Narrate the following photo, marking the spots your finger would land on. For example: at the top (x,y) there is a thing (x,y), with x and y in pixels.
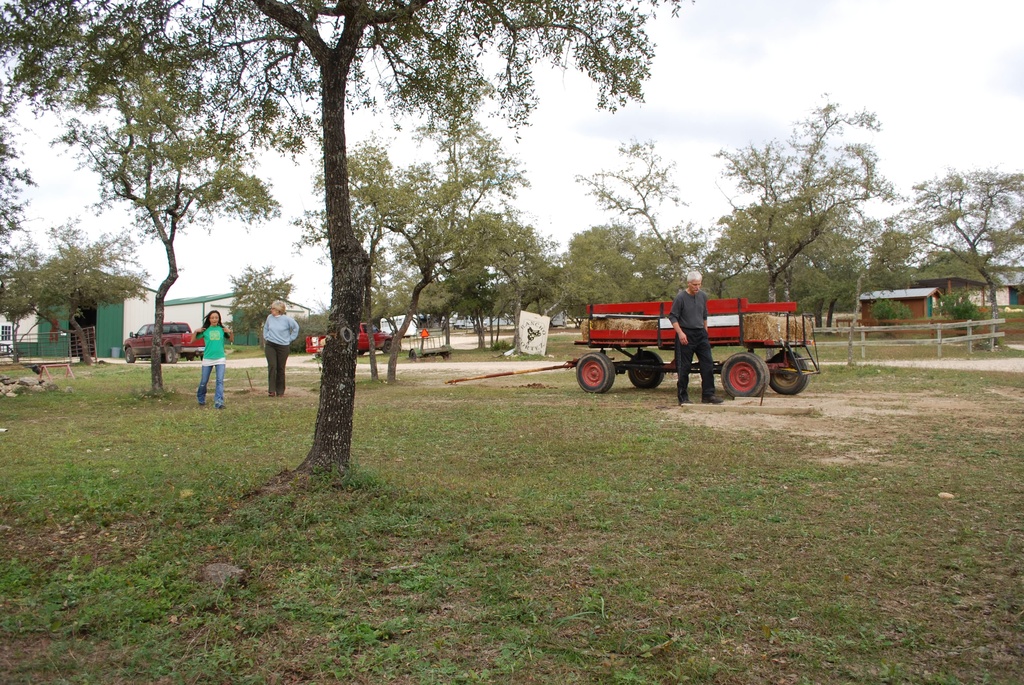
In this image, I can see three people (294,327) walking. These are the trees (483,216) with branches (787,216) and leaves (876,186). This looks like a wooden fence (915,334). I can see two trucks (196,349), which are parked. These are the sheds (145,307). I can see dried grass (757,331) in the wheel cart (743,340). This looks like a banner (541,337). I think this is a small house (926,300). Here is the grass (400,464).
